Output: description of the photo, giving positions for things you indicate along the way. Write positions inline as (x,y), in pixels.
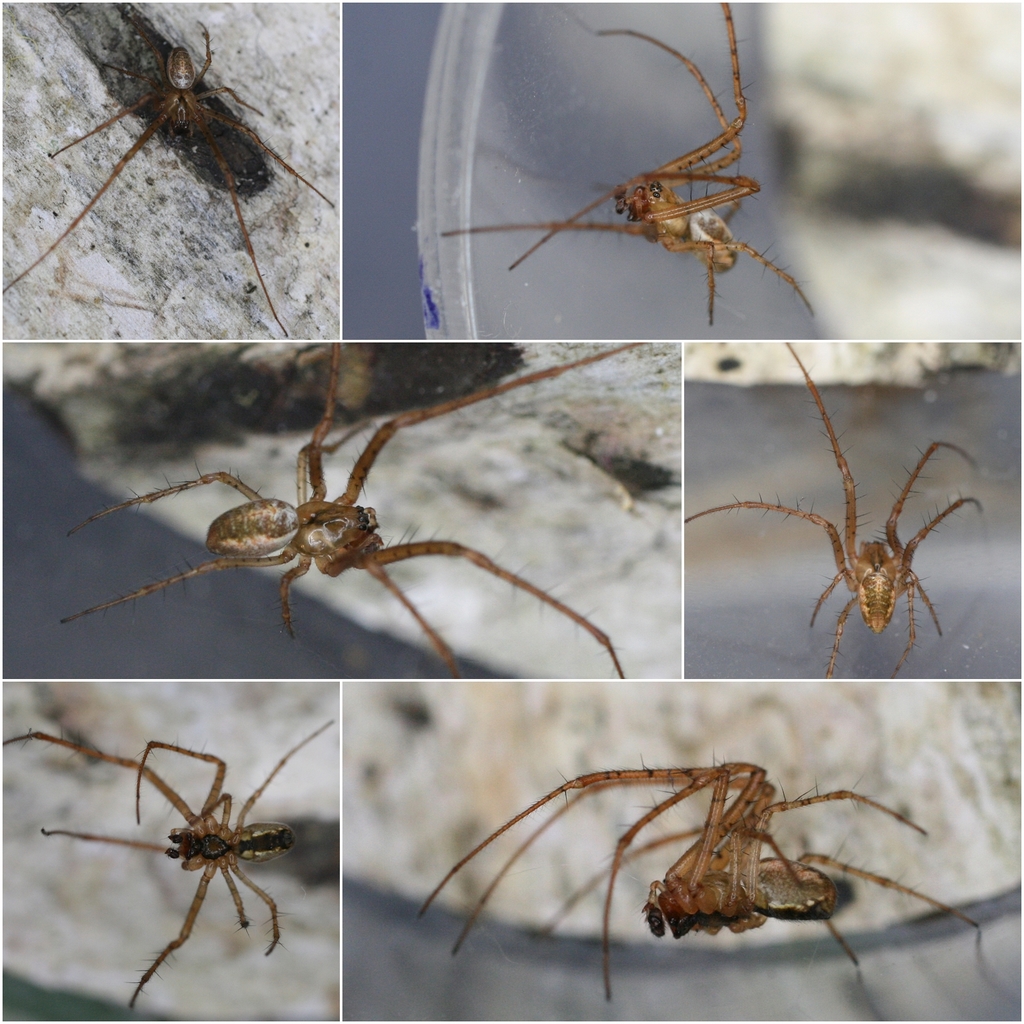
This is a collage picture, we can see a spider (178,90) on the path (129,140) in different angles.
